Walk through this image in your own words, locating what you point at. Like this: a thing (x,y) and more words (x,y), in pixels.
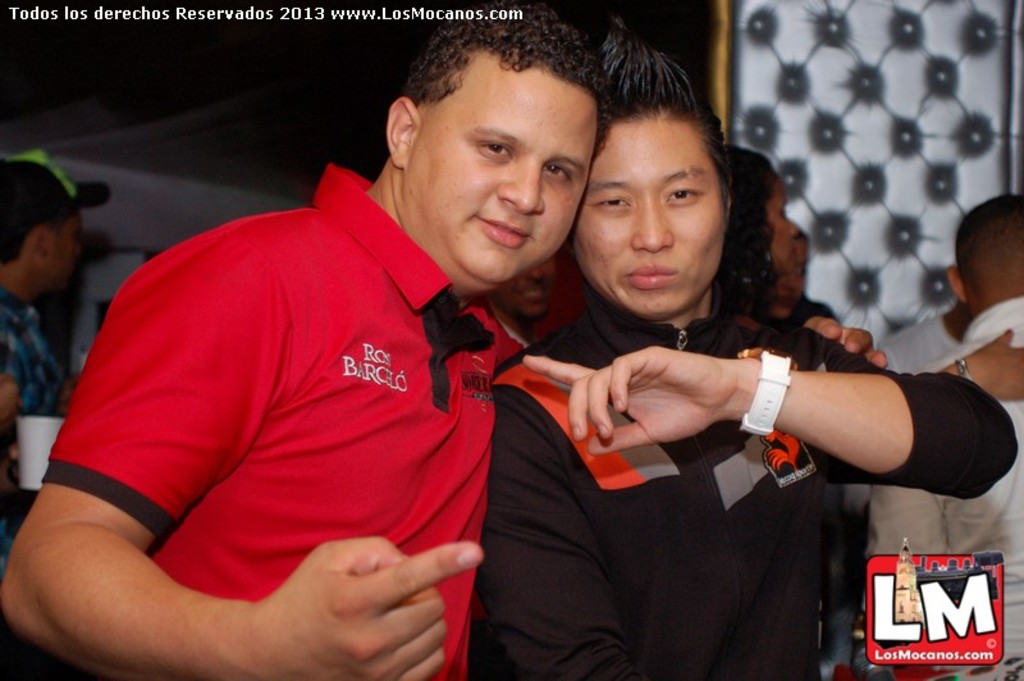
In this image I can see a person (280,385) wearing red colored dress (276,409) and another person (667,524) wearing black colored dress (674,538). I can see few other persons (1017,482) behind them and the dark background (289,102).
